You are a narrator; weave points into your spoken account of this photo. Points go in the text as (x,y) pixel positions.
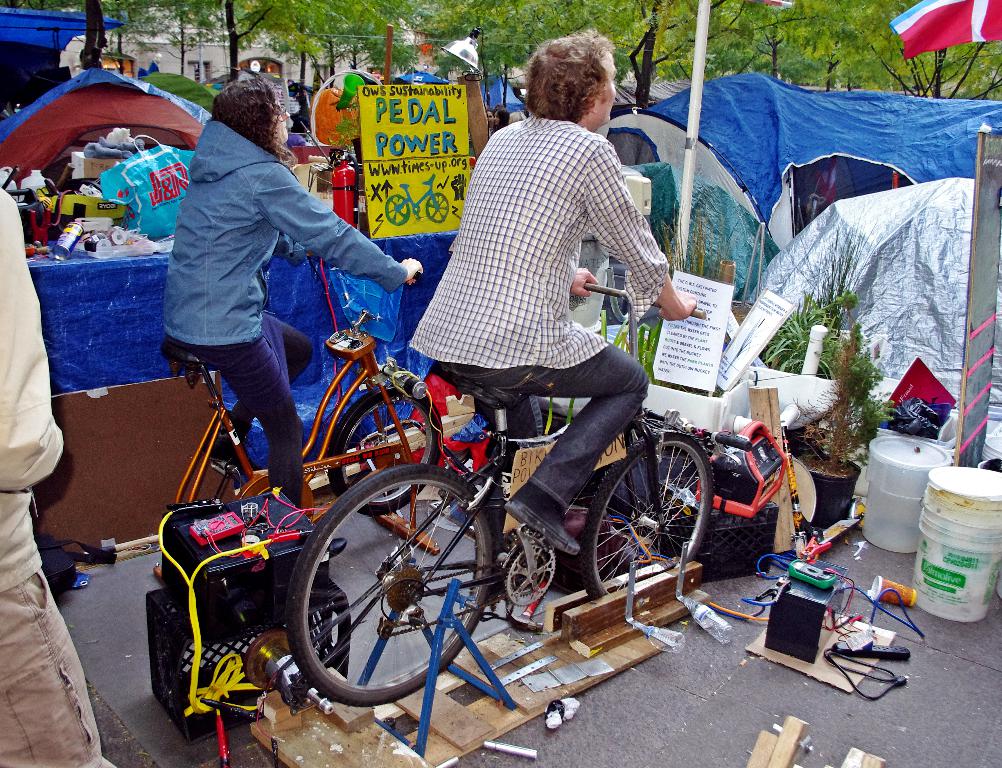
This is an outside view. Here I can see two people (436,309) are sitting on the bicycles (334,452). Along with the bicycles (316,464) there are some bags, buckets (942,575), wires (785,558), boxes (738,562), bottles (667,632) and some other objects (655,594) are placed on the ground (668,693). On the left side (40,560) a person (16,517) is standing. In the background (725,173), I can see many tents (899,264), trees (485,25) and a building (206,52).
